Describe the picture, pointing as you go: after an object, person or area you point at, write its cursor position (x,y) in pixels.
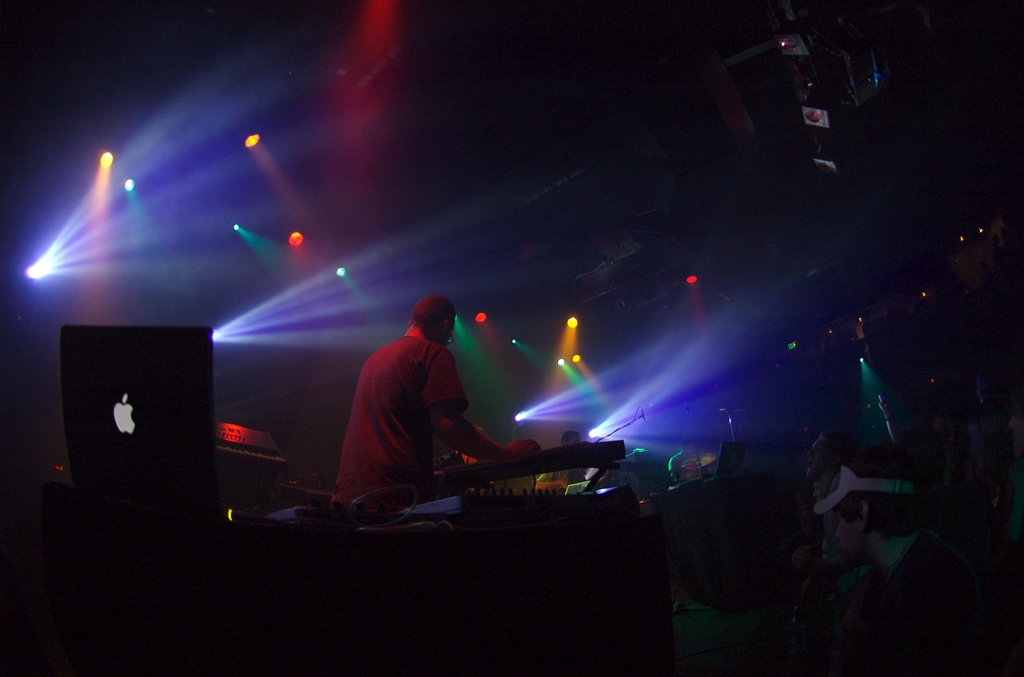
In this image we can see a few people (447,403), among them, one person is playing a musical instrument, also we can see a laptop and some other objects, at the top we can see some focus lights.
